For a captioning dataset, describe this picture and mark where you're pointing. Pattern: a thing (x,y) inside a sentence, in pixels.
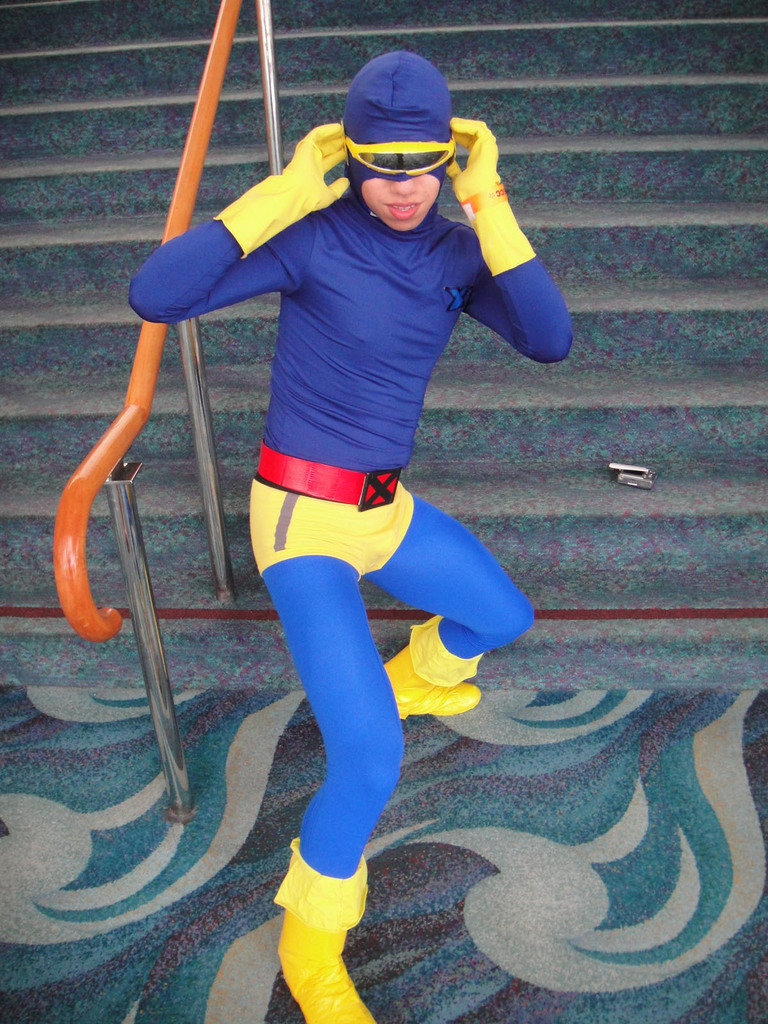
In the image in the center (291,478), we can see one person (293,500) standing and he is wearing blue color t shirt (354,366). In the background (69,111) there is a fence (218,57) and staircase (357,30).
